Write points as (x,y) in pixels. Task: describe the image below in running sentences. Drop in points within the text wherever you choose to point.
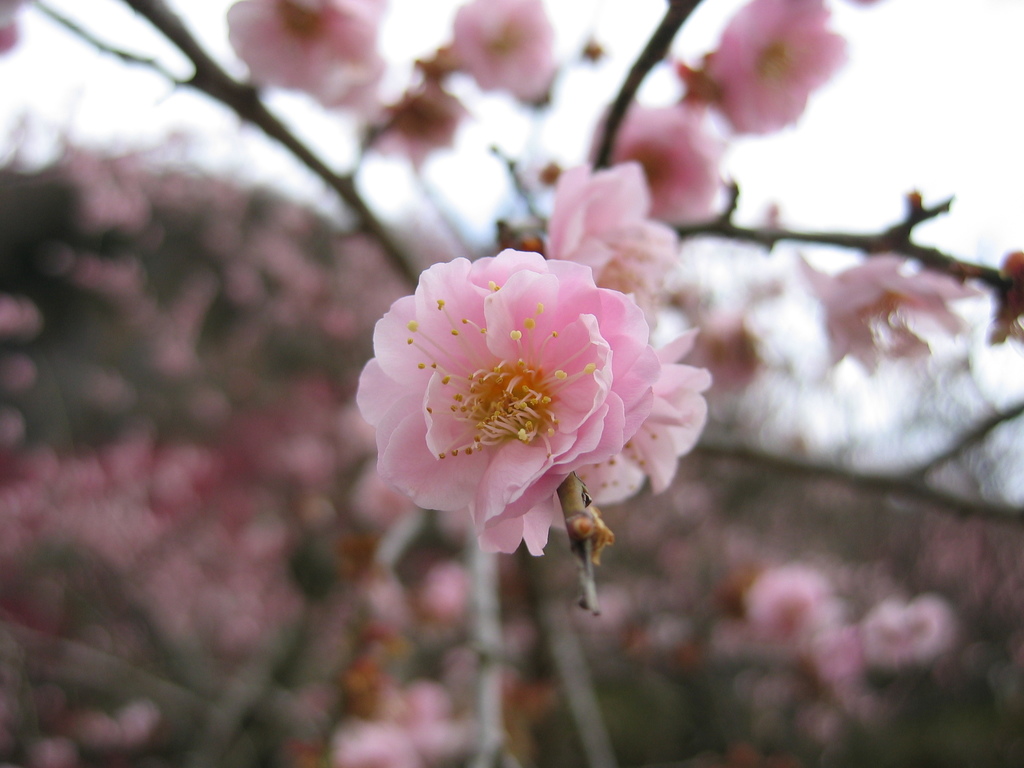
In this picture we can see few flowers (523,386) and blurry background (427,223).
